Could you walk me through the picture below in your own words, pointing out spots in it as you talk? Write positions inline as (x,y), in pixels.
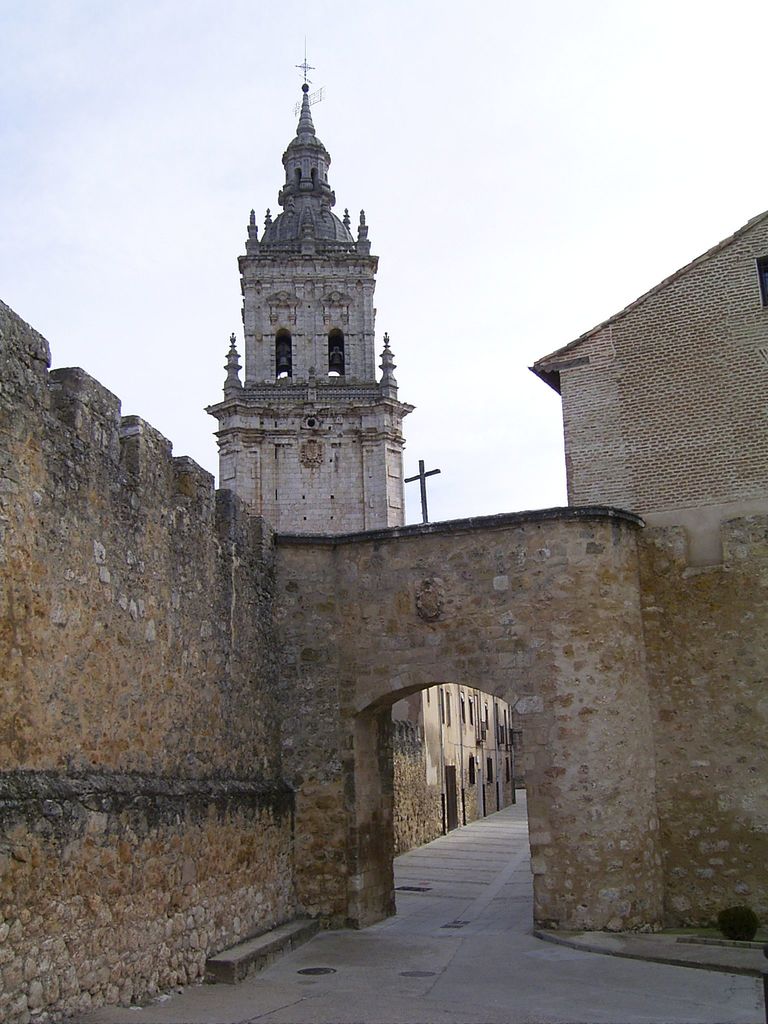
In this picture there is an arch (359,728) in the center of the image (269,537) and there are walls (635,441) on the right (631,645) and left side of the image (6,768), there is a church (287,499) in the background area of the image (360,374).
